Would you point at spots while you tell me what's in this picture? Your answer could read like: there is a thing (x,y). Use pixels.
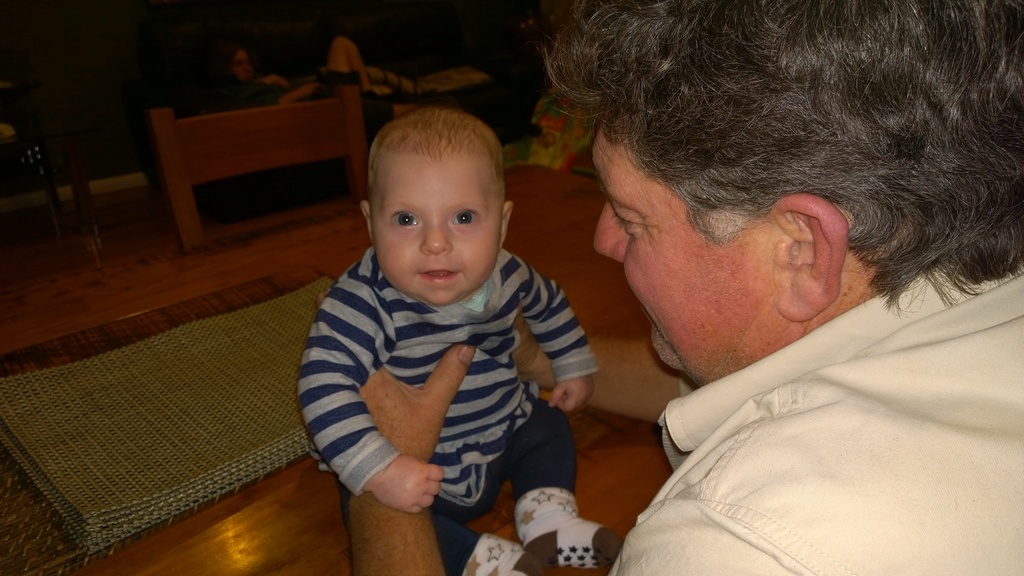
A man (791,413) is holding a baby (479,348). And the baby (348,517) is sitting on a table (240,540). On the table (253,520) there are mats (189,445). Beside the table (213,273) there is a chair (271,161).
